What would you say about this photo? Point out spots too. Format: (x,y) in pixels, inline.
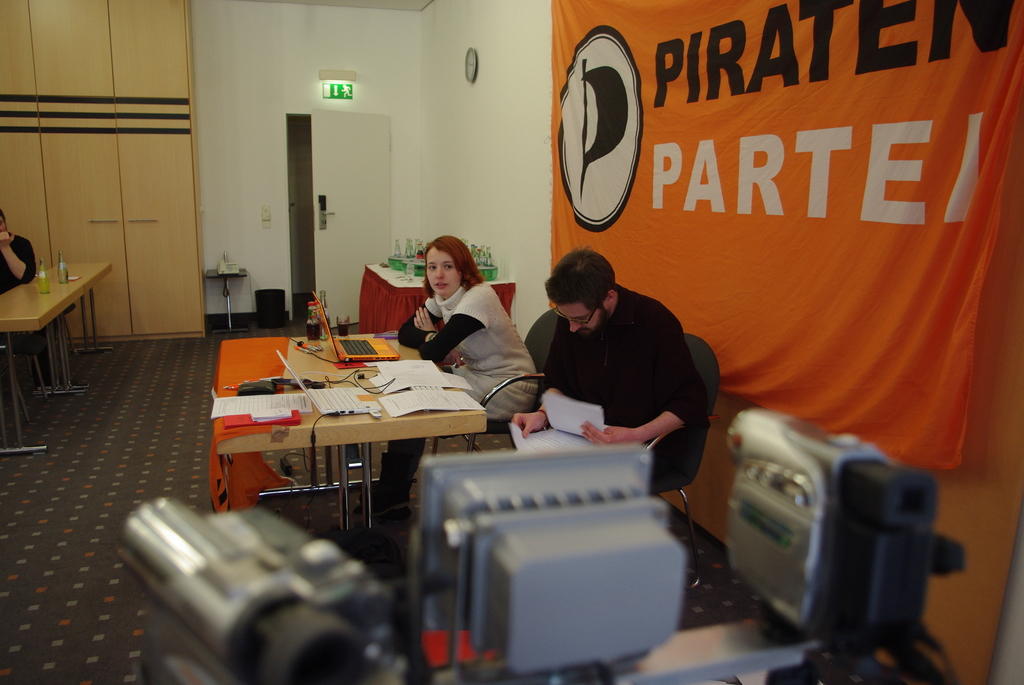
In this image in the front (491,529) there is an object (483,565) which is grey and black in colour. In the center (442,426) there is a table (333,369), on the table (376,394) there are papers (412,396), laptops (356,359) and there are persons (456,344) sitting. On the right side (755,197) there is a banner (796,210) with some text (747,197) written on it, which is orange in colour. In the background (342,213) there is a door (335,189), which is white in colour. On the left side (66,264) there is a table (35,292), on the table (53,286) there are bottles (61,269) and there is a man (19,271) leaning on the table (44,281). On the right side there is a table (389,281) which is covered with a white and red colour cloth (396,284). On the table (387,294) there are bottles (410,242) and there is a cupboard (92,140) on the wall (221,142) and in front of the wall (257,280) there is an object (271,310) which is black in colour and there is a table (228,294). On the top of the door (359,121) there is a sign board (333,91) which is green in colour and on the right side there is a clock (475,66) hanging.
